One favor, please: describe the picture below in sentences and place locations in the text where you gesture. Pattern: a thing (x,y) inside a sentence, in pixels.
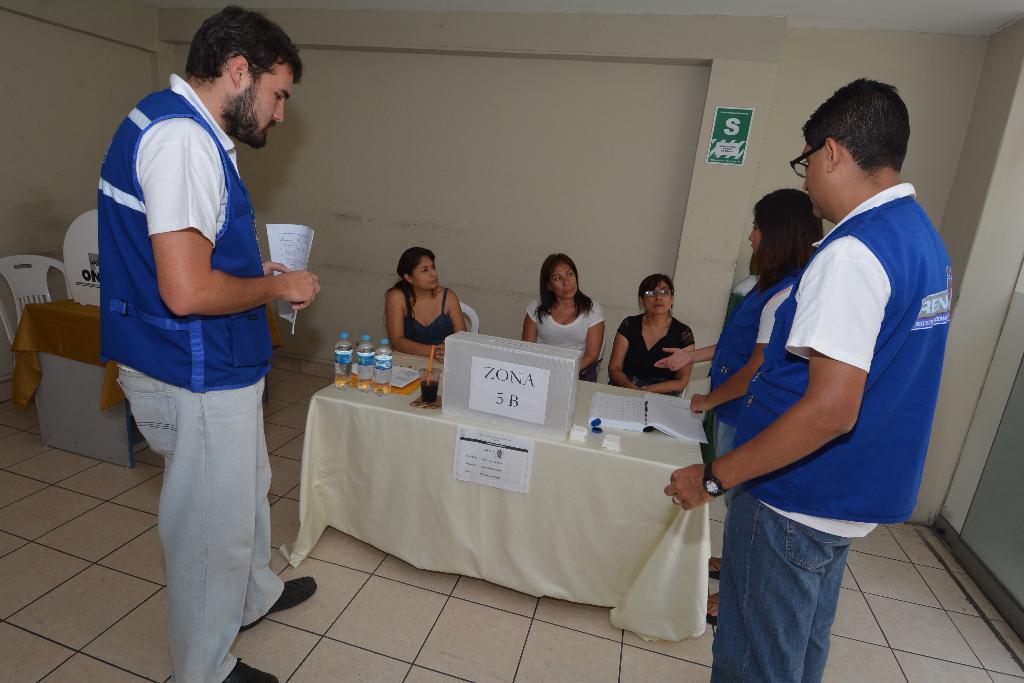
In this image we can see three women (597,318) sitting on the chairs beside a table (631,468) containing a box (461,411) with some text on it, some bottles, a book (632,427) and some papers (493,440) on it. We can also see some people (786,544) standing beside them. In that we can see a man (239,560) holding some papers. On the left side (131,466) we can see a board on a table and a chair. On the backside (722,109) we can see a paper (740,110) pasted on a wall (474,141).
